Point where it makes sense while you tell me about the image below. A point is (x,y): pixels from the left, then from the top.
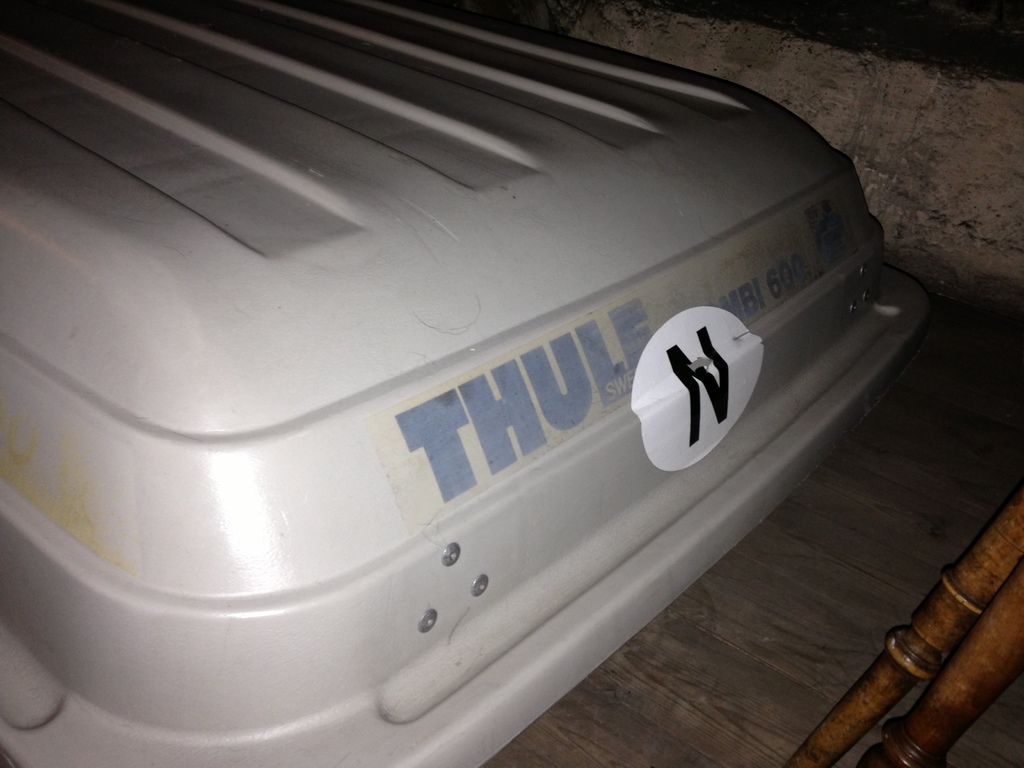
At the bottom right side of the image (926,639) we can see some wooden objects (993,664). In the center of the image (400,312), we can see one roof box (398,311). On the roof box (438,403), we can see some text (615,356). In the background (870,146) there is a wall (870,146) and a few other objects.
